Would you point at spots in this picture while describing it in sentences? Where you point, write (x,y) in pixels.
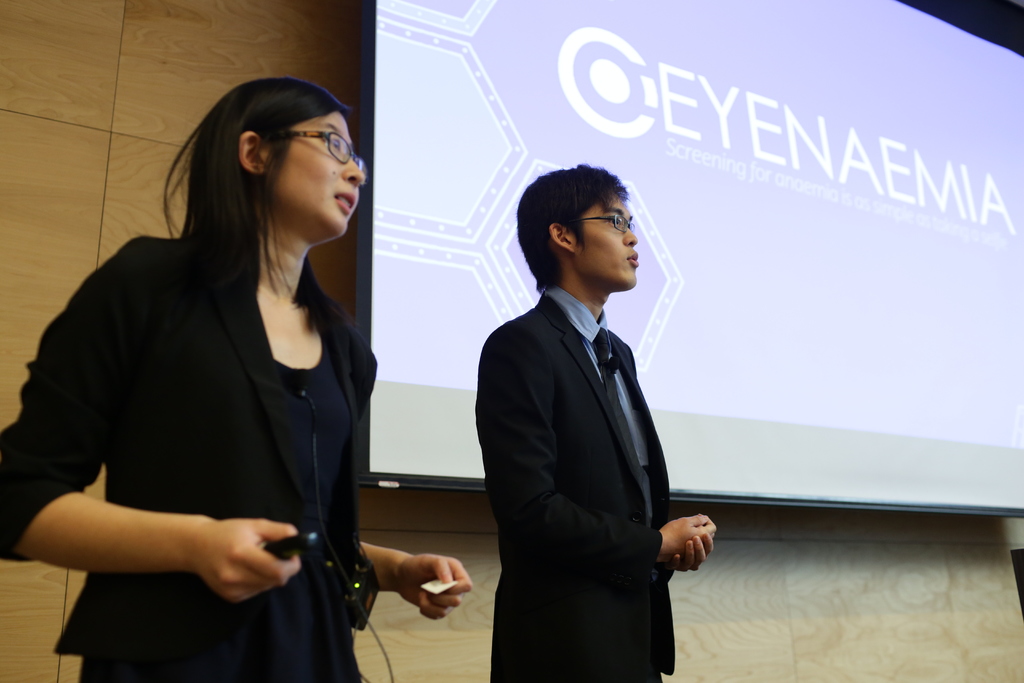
In this image, I can see two persons (277,441) standing. In the background (771,356), there is a screen (489,121) attached to the wall (186,60).
